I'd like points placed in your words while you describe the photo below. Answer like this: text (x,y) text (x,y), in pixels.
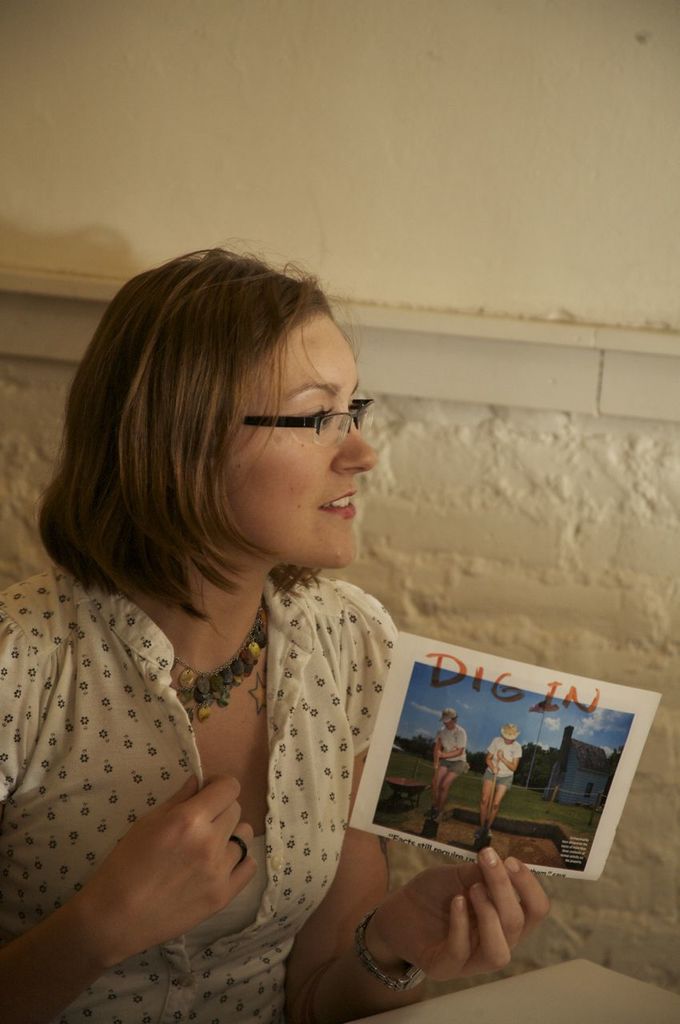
This image is taken indoors. In the background (465,212) there is a wall (496,408). At the bottom of the image (549,985) there is a table (530,997). On the left side of the image (154,780) a woman (184,746) is sitting and she is holding a photo (477,813) in her hand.
